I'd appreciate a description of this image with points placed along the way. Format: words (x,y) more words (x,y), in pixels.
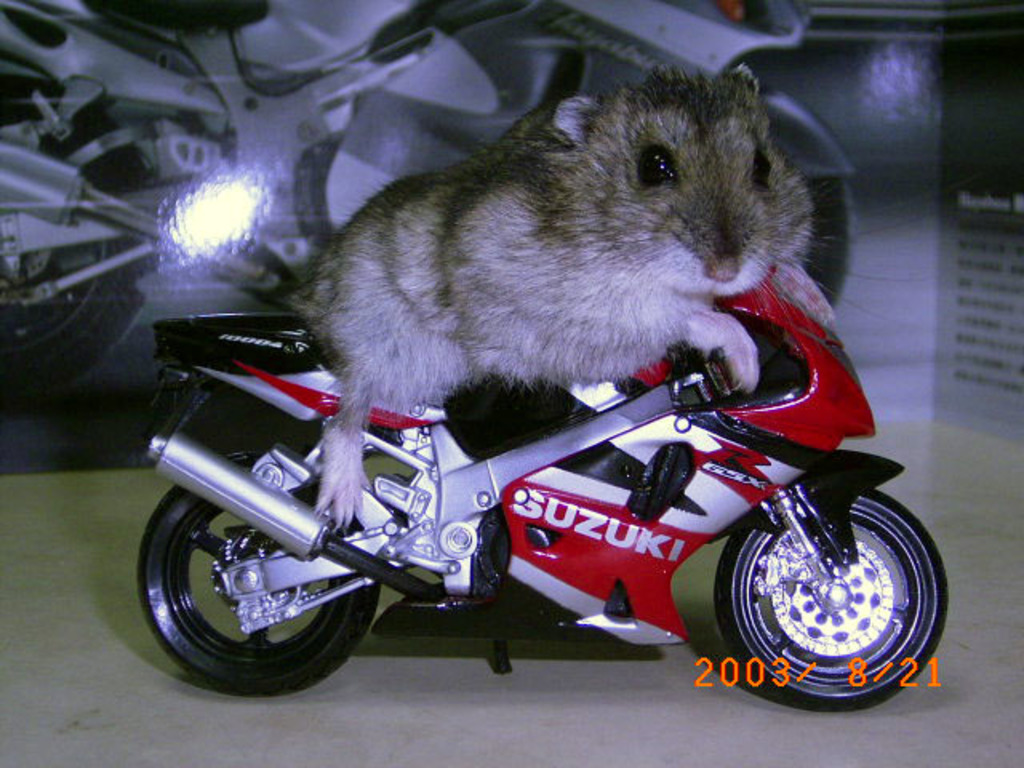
In this image I can see a hamster (532,173) on the toy bike (569,544).
